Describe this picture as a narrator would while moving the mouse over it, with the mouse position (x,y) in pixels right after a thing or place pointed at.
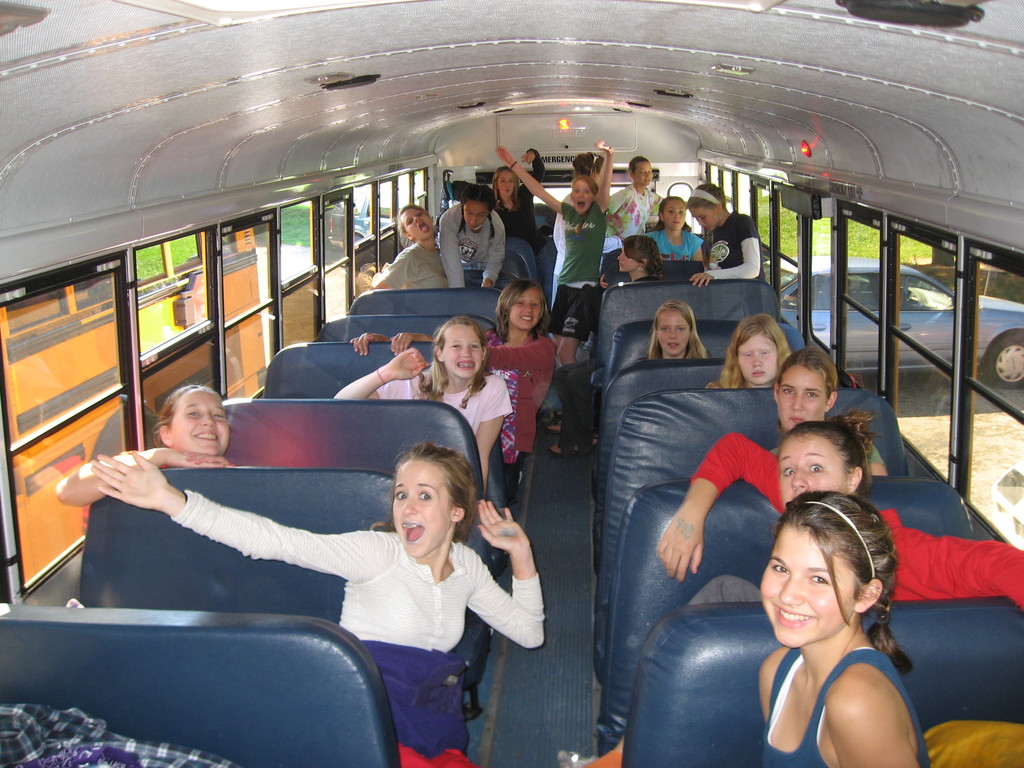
This image is clicked inside the bus (197,696). There are many girls (476,223) sitting on the seats (426,434). They look happy and excited. At the top (602,53) there is the ceiling (511,48) of the bus (518,125). Beside the seats (367,433) there are glass windows (928,272). To the right (935,341) there is a car (943,318) parked on the ground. To the left (106,357) there is another bus (188,301).
